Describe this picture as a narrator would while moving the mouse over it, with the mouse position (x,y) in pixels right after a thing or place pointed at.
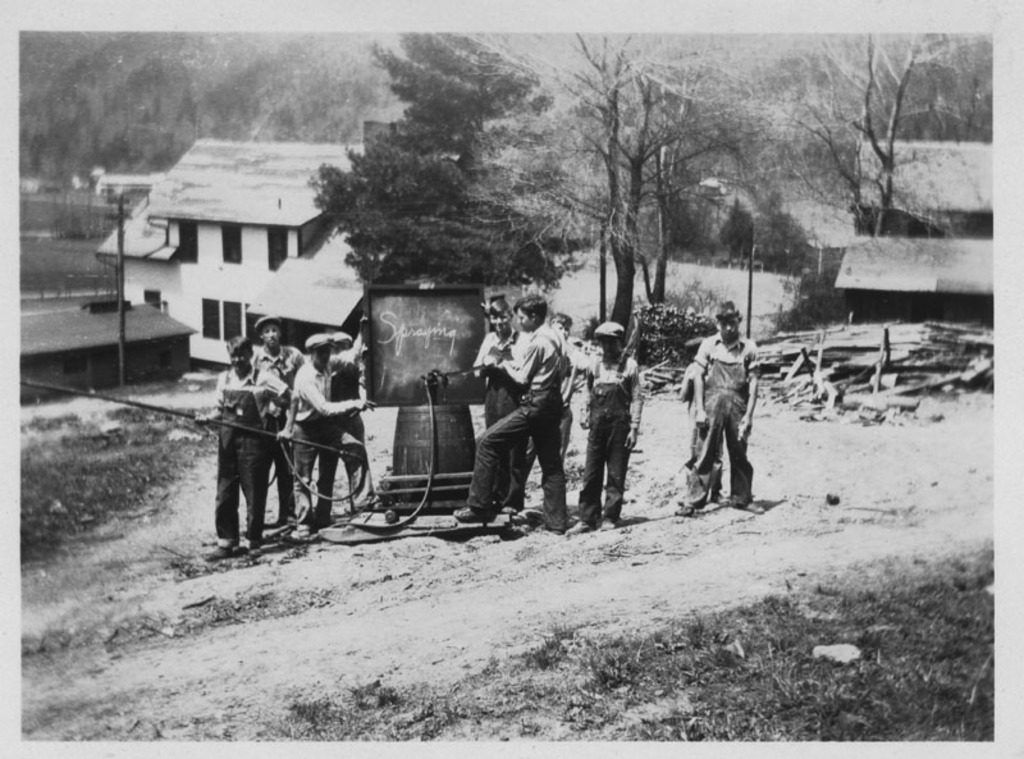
In the center of the image (549,452) there are people (581,372) standing. In the background (355,310) there are sheds (311,300), trees (634,258) and a pole (123,377).
